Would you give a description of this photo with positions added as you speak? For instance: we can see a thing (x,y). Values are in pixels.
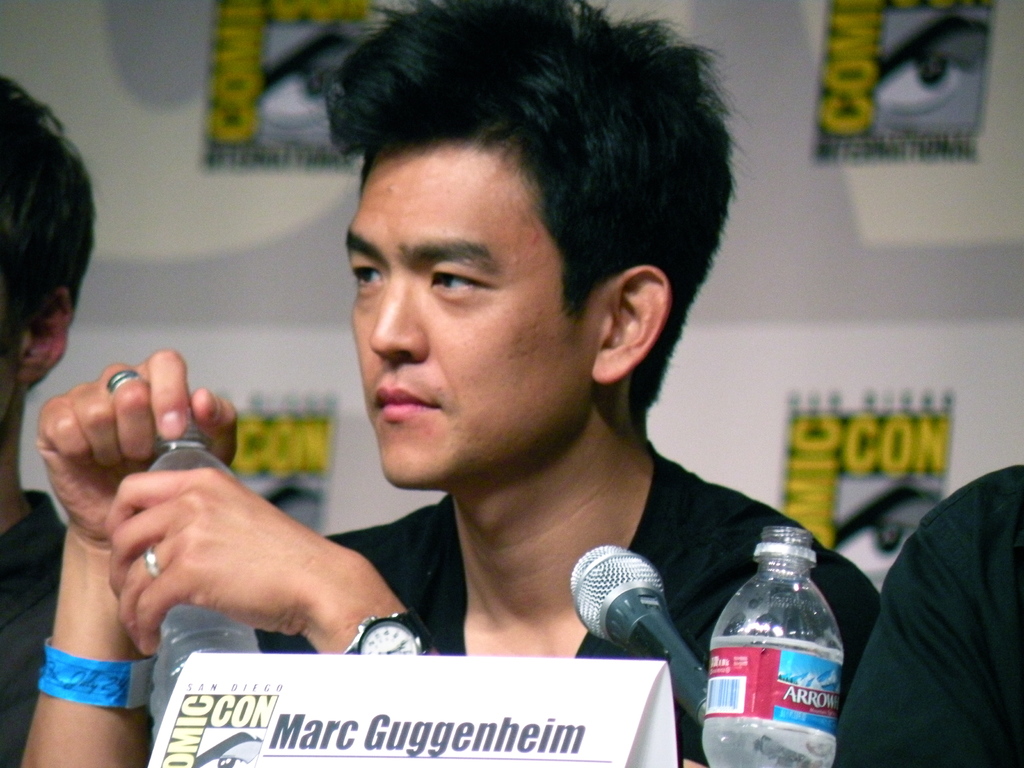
In the center of the image (682,290) we can see a man (554,228) is sitting and holding a bottle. In-front of him we can see a board (597,663), mic (687,700) and bottle (740,683). In the bottom right corner (954,624) we can see a person's shoulder (895,657). On the left side of the image (45,226) we can see a person (25,602) is sitting. In the background of the image (57,25) we can see the board (348,312). On the board (348,312) we can see the text (941,447) and logo (942,410).
